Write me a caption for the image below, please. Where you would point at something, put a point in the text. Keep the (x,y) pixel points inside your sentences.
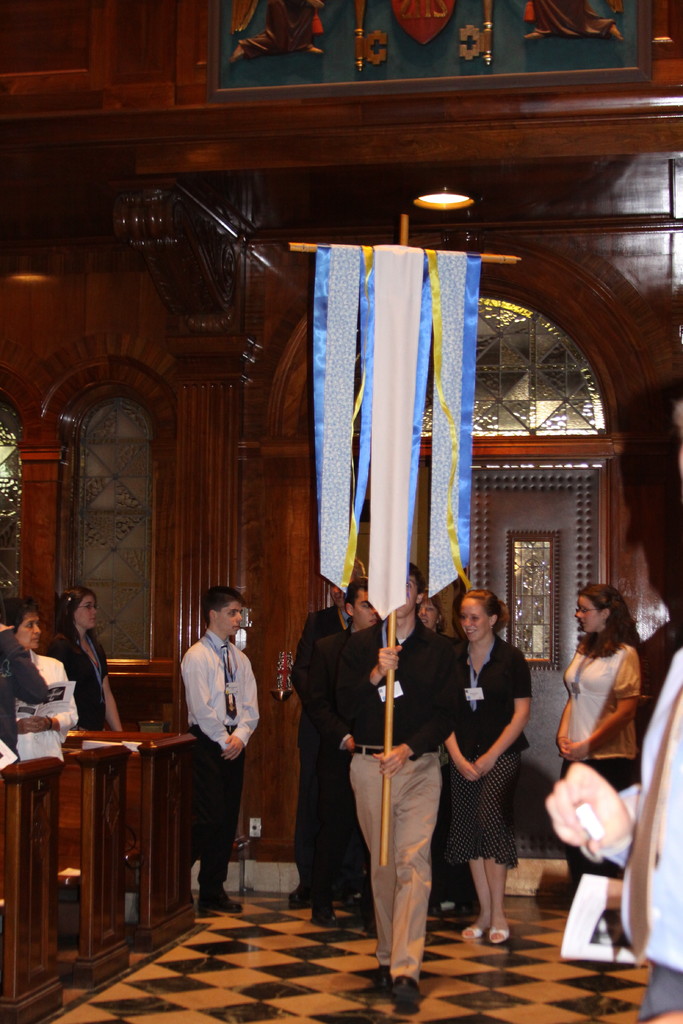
In this image I can see there are few people (382,726) walking holding a cross (362,347) and there are few persons (200,719) standing at the left side of the benches (92,844).
